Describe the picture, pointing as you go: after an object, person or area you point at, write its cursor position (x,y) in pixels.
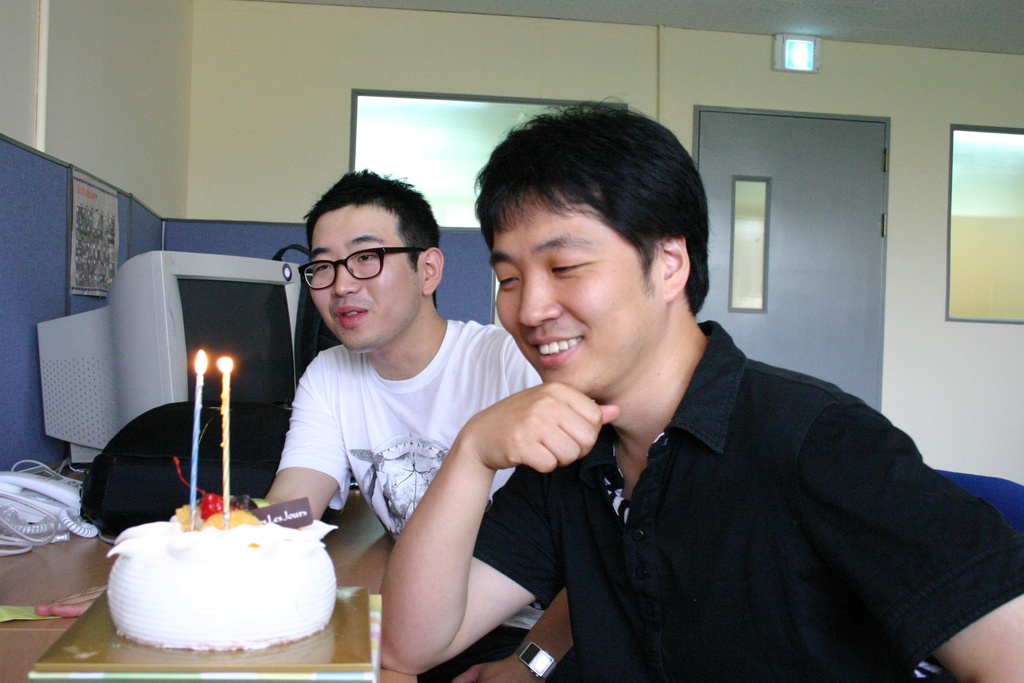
In this image we can see two men (519,271) sitting on the chairs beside a table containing a cake (169,634) in a plate (342,648) with some candles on it, a telephone (87,535) with some wires (75,523), a bag (115,517) and a monitor (161,342) which are placed on it. On the backside (716,293) we can see a door (708,303), windows (740,278), a banner (92,284) on a wall (19,292), a signboard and a roof (818,19).
